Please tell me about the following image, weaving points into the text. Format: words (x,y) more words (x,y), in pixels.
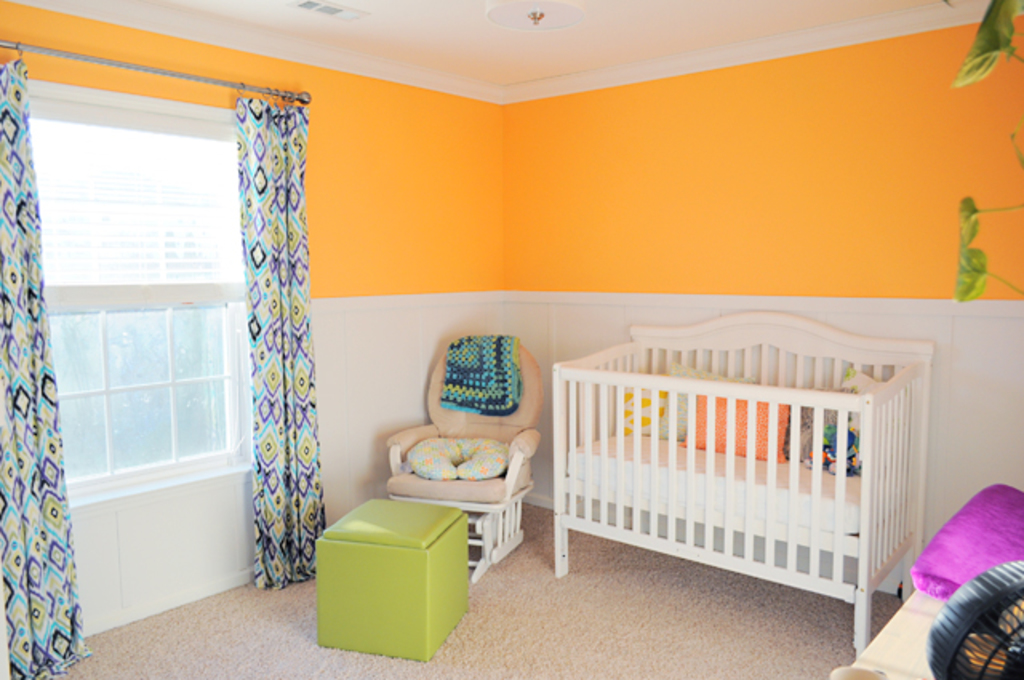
This is the picture of a room (611,474) where we have a bed (677,554) which has some pillows (772,460), chair (402,490), table (415,542) and a window (137,430) which has two curtains (50,453) and some leaves (987,26) to the side.
